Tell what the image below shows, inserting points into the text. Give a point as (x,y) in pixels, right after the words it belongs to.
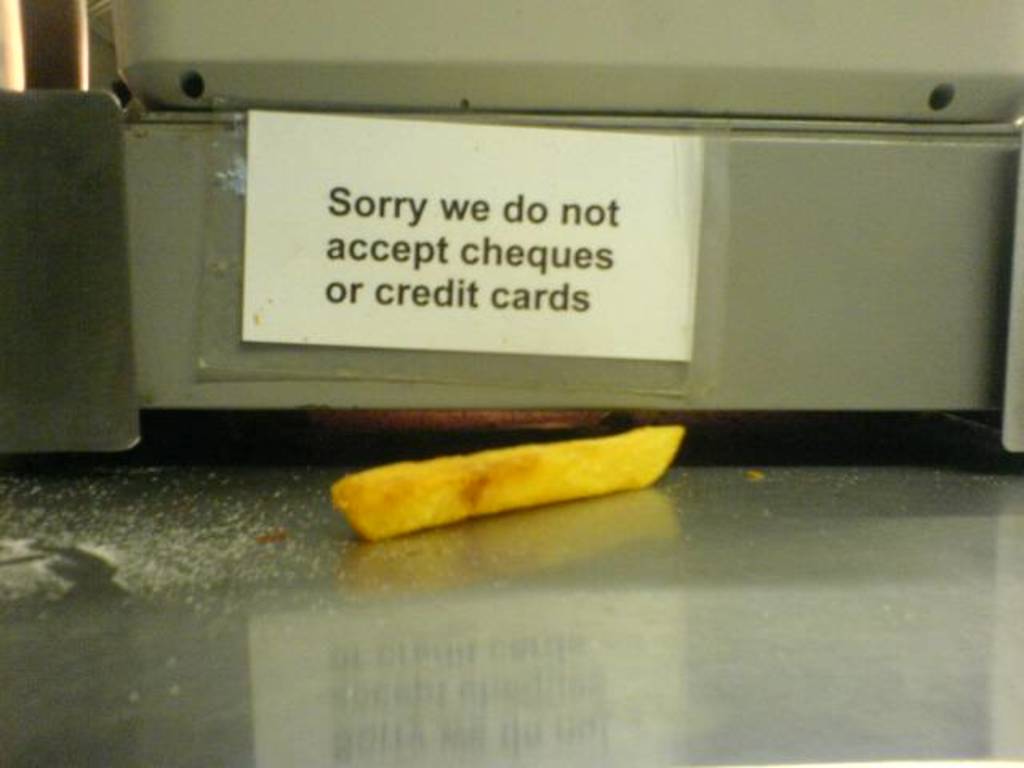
Here in this picture we can see a table (116,661), on which we can see a piece of french fry (458,475) present and we can also see salt (90,529) present on table (110,533) and we can also see an electronic device (167,147) present and on that we can see a paper (547,211) pasted with some text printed on it.
